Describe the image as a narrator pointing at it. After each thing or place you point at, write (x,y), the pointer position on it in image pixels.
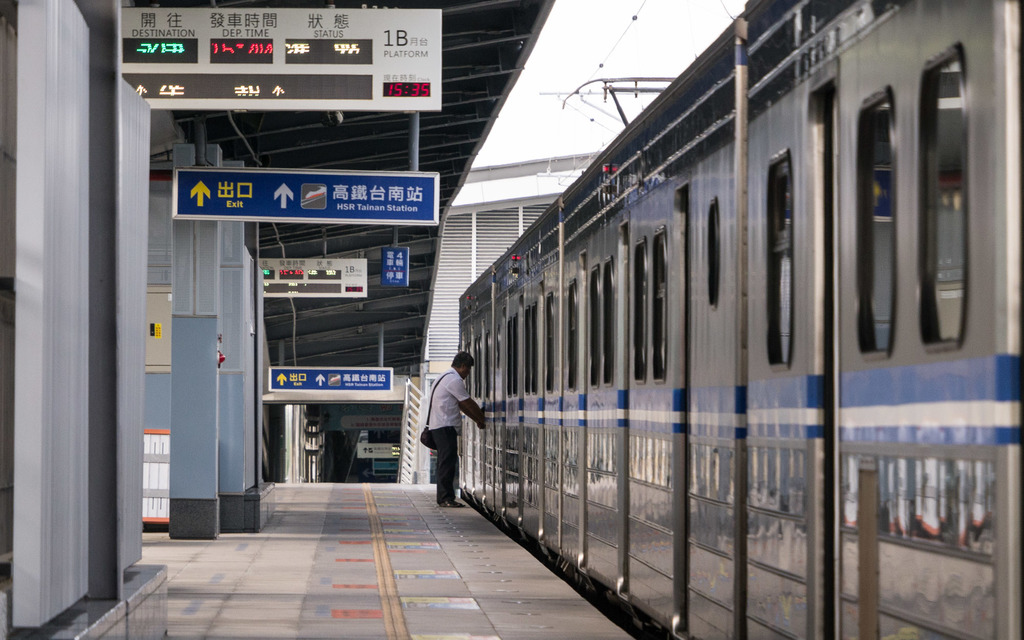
This picture describe about a silver color train (679,409) parked on the railway station (419,482). In front we can see a man (441,431) wearing white color shirt (454,421), opening the train door (487,426). On the left side (319,57) we can see hanging naming board (290,290) and clock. Above we can see the shed (464,95) and some electric cables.
